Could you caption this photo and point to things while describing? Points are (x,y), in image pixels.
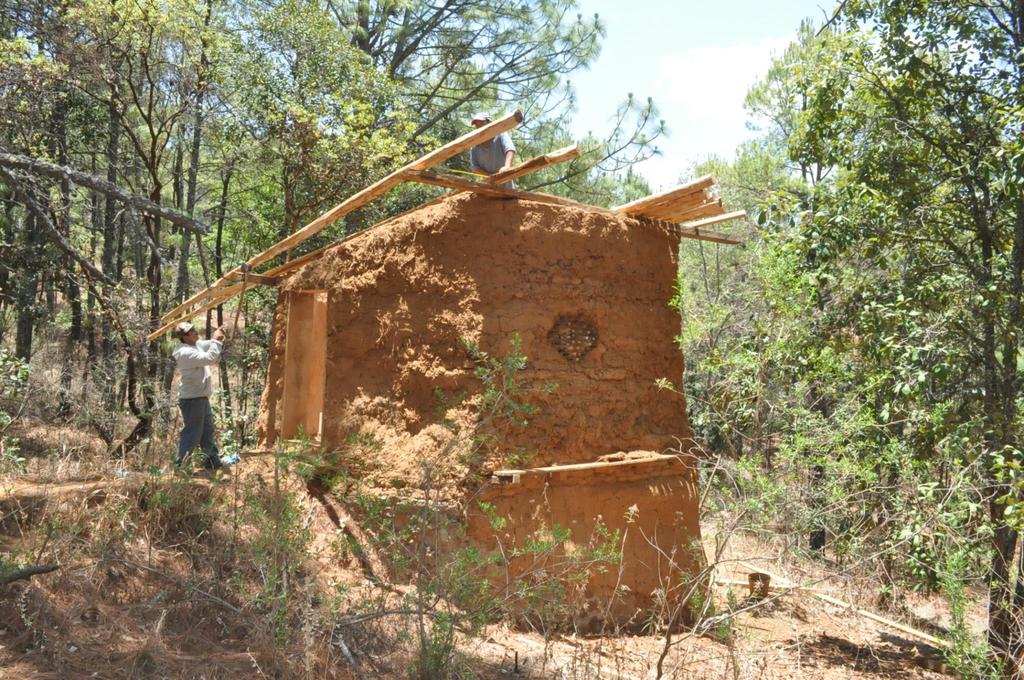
In this picture we can see some plants (157,556) at the bottom (135,522), on the left side (206,385) there is a person (210,375) standing, we can see a wall (639,444) in the middle (544,433), in the background (837,266) we can see some trees (719,180), there is the sky (696,39) at the top of the picture (676,35), we can also see some wooden planks (531,172) and another person (495,162) in the middle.
